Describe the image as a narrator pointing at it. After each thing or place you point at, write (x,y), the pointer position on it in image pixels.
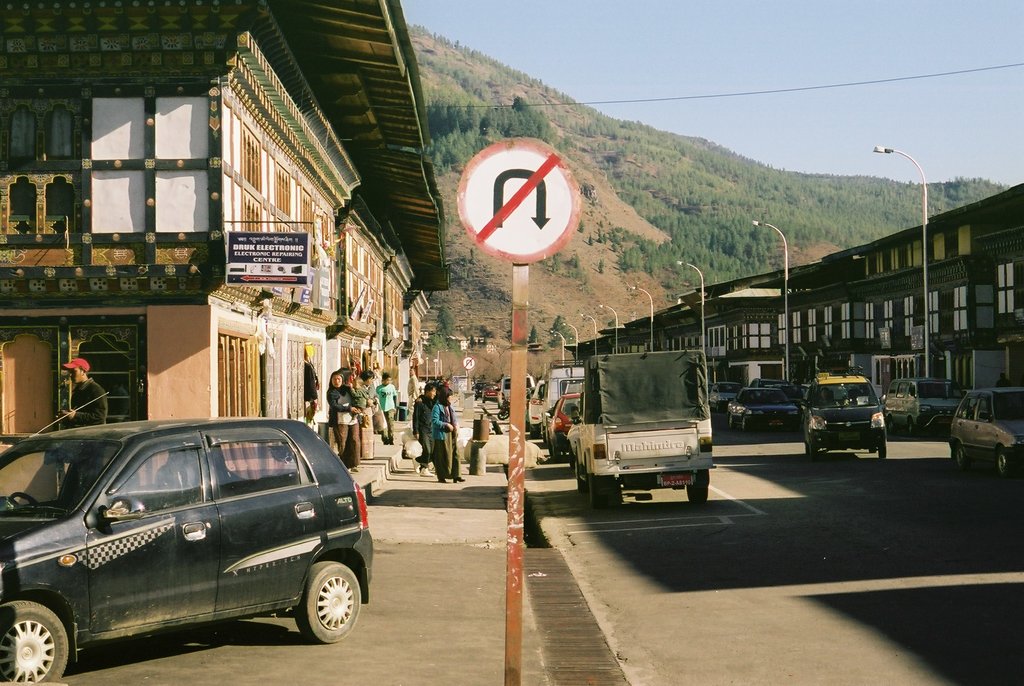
In the image we can see there are many vehicles (697,463) on the road (728,466). There are even people (438,455) standing and wearing clothes (456,465). Here we can see poles (525,440) and a sign board (487,248). There are even light poles (704,294), buildings (722,308) and these are the windows (19,185) of the buildings (57,192). Here we can see mountains (641,195), trees (704,215), electric wire (708,95) and a sky (675,70).
